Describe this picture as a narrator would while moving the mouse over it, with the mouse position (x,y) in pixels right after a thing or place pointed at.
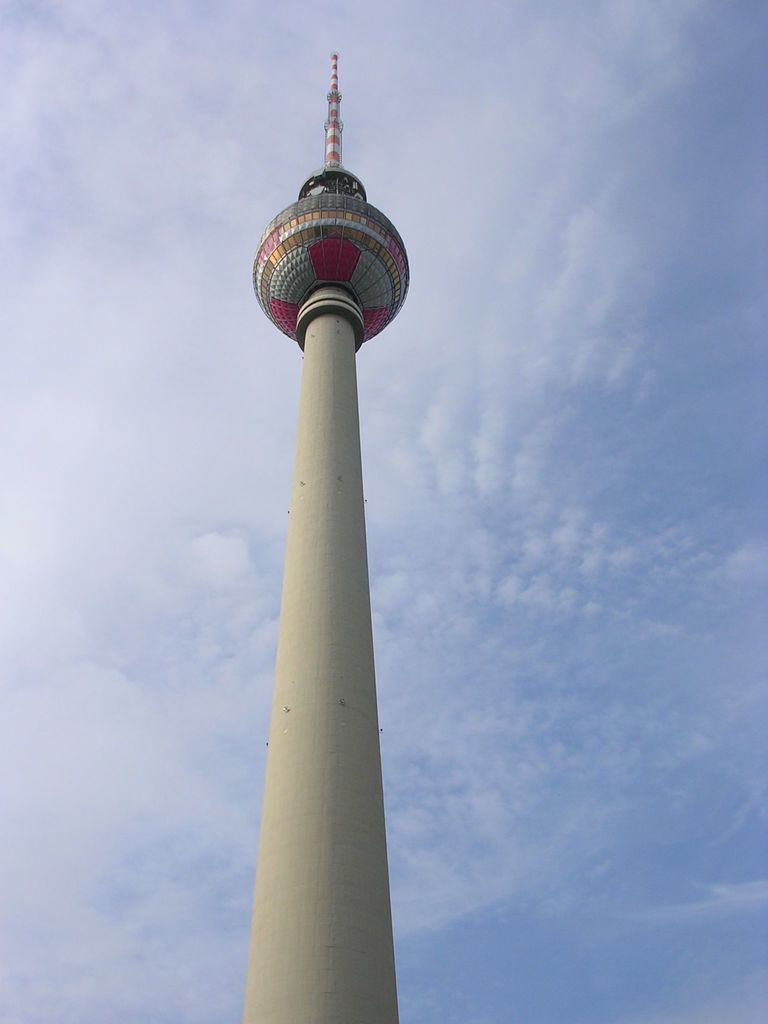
There is a tower (271,286) in the center of the image (320,614) and the sky (424,567) in the background (424,567).
